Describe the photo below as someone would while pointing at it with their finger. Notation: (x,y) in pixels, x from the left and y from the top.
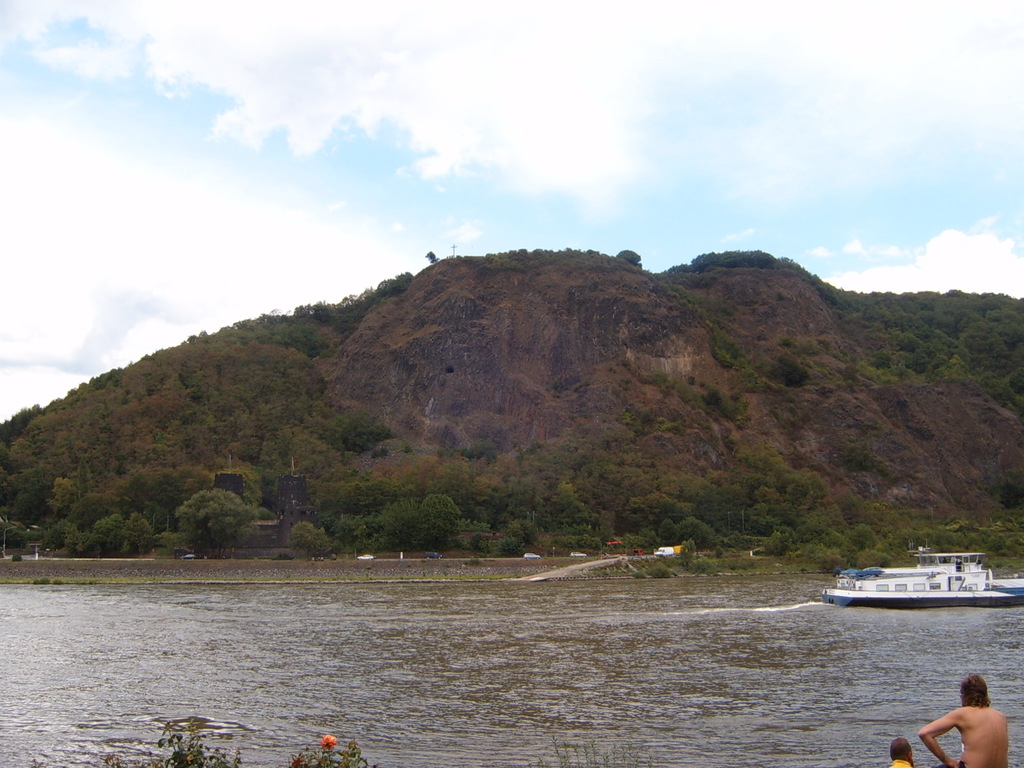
In this picture a boat (936,598) sailing on the water (377,636) and I can see couple of humans (951,720), trees (420,519), hill (291,348) and a blue cloudy sky (559,121).
